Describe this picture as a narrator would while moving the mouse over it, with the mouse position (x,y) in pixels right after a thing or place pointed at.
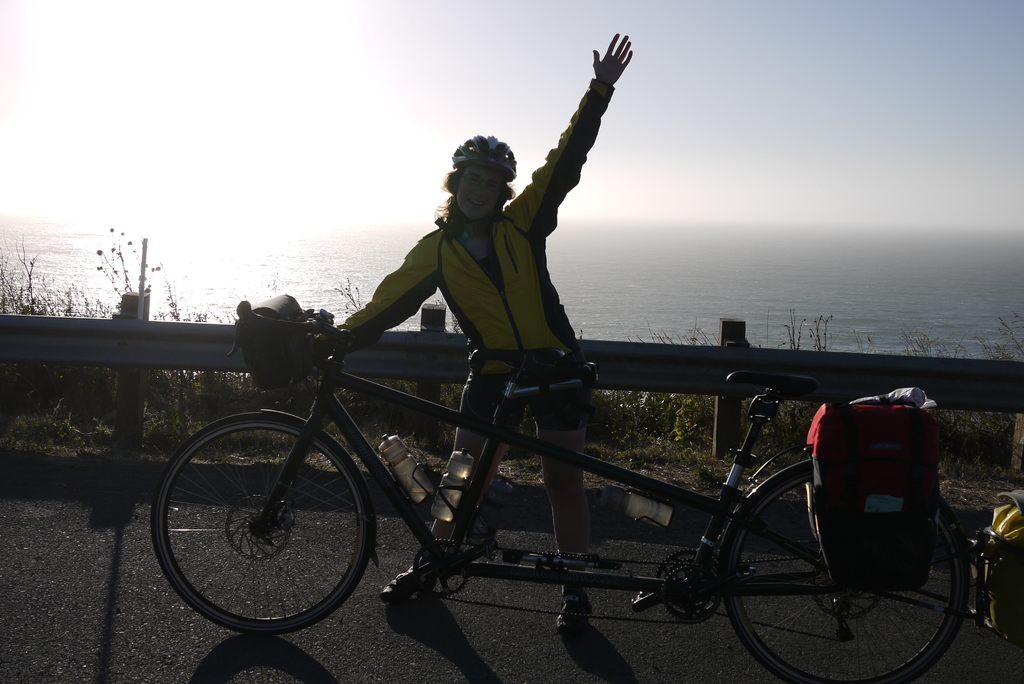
In this picture we can see a woman (451,276) is standing on the path (476,637) and holding a bicycle (334,368) and on the bicycle (322,398) there are bottles (417,481) and a bag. Behind the woman (470,436) there is a fence (120,349), plants (231,391), water (597,252) and a sky (918,63).
